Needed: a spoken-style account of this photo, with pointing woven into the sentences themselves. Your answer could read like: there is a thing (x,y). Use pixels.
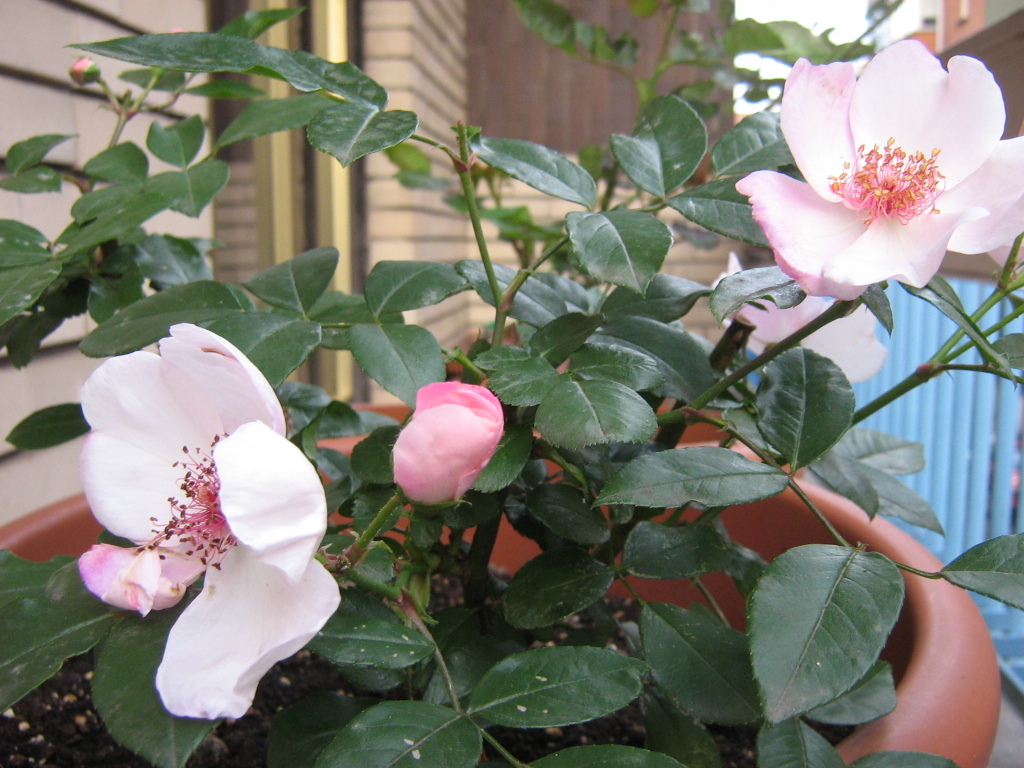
In this image in the front of there are flowers (410,493) and there is a plant (508,501). In the background (924,387) there is a wall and there is an object (931,347) which is blue in colour and on the left side (291,217) there is a door (296,205).
